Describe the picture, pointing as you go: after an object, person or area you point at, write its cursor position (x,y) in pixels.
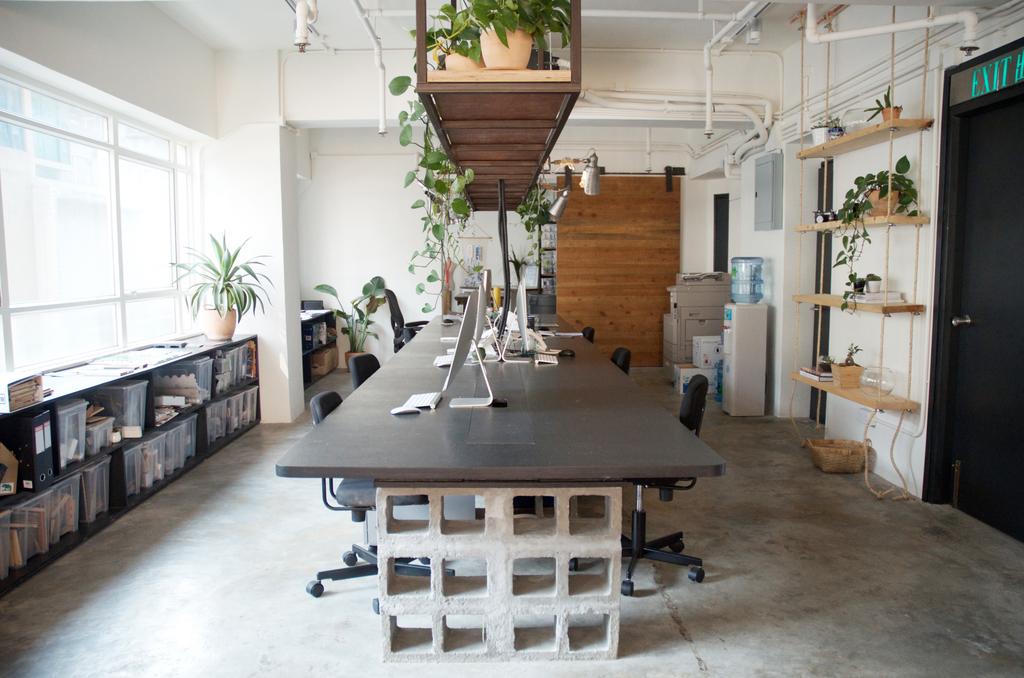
This room (384,310) consists of a table (440,373) and boxes (104,488) in shelves (116,475) on the left side (190,393). There are plants (255,261) all over the room (801,243). There is a door (961,368) on the right side (964,342). There is a mineral water machine (766,325). On the table (536,420) there are computers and there are chairs (643,554) near the table (624,457).
